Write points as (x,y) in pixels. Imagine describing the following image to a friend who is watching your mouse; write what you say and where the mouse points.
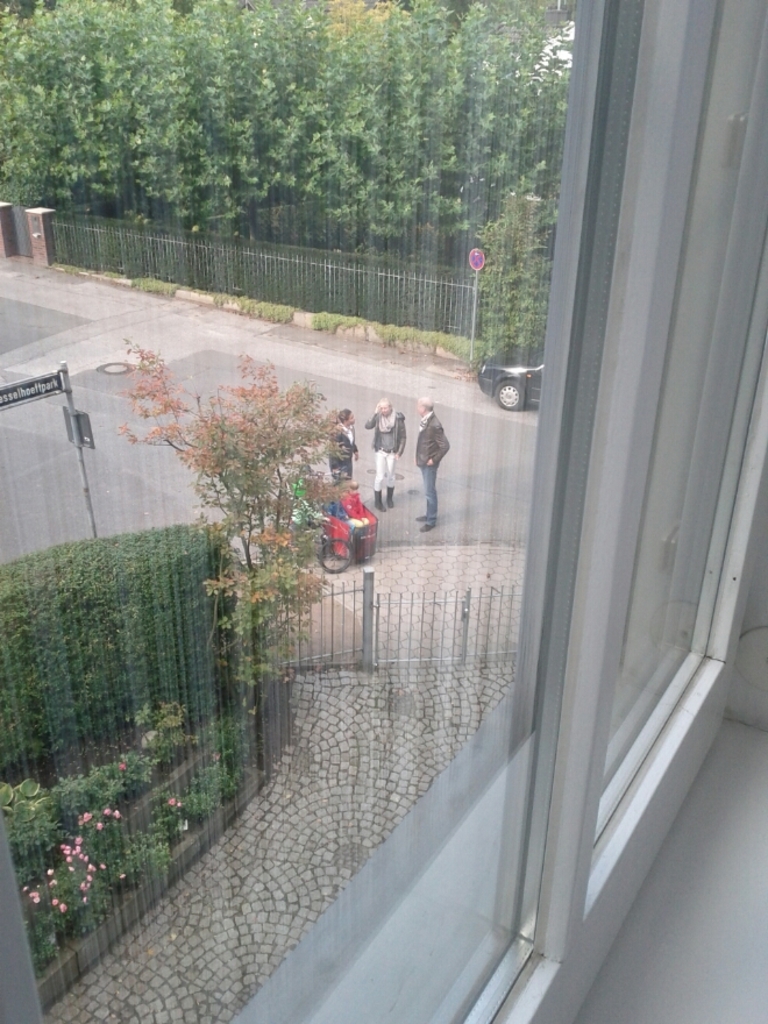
In this image we can see a window (551,768), through the window (425,826) there are people (397,456) and vehicles (346,542) on the road (419,479). And we can see the plants (127,760), flowers (88,816), trees (151,176), fence (251,264) and boards (58,378).
